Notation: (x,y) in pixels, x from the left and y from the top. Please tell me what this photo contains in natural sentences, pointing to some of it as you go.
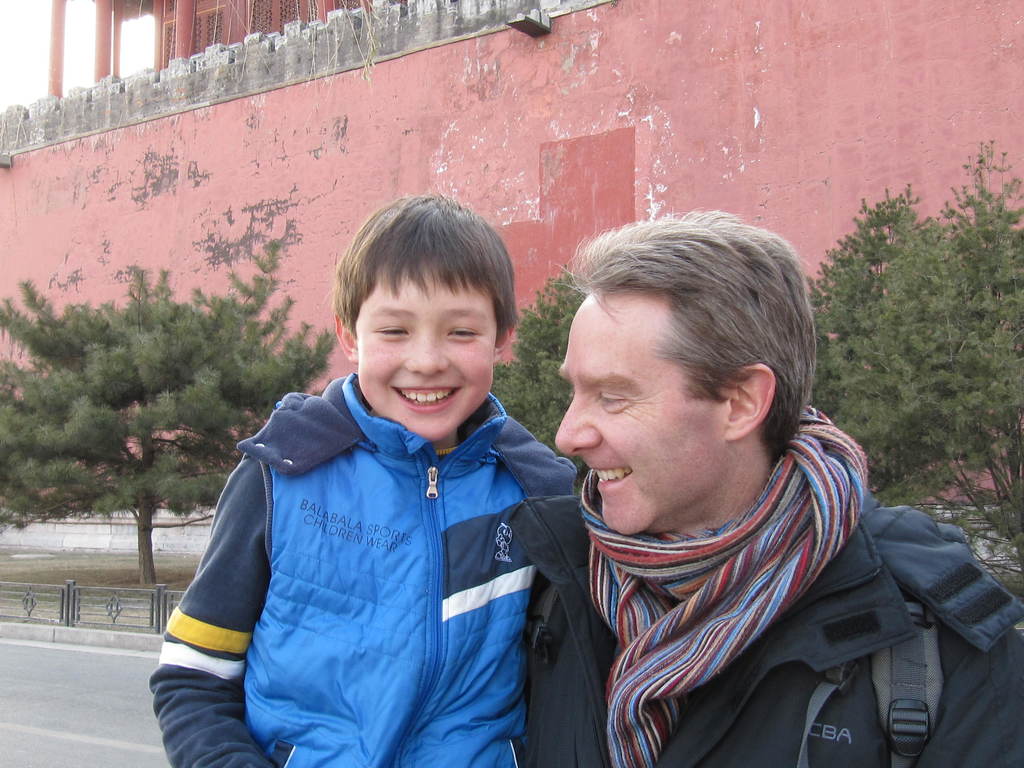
In this image there is a man (1009,667) and a boy (425,394) smiling, and in the background (76,646) there are iron grills (129,608), road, building (634,100), trees (972,433), sky (24,48).
